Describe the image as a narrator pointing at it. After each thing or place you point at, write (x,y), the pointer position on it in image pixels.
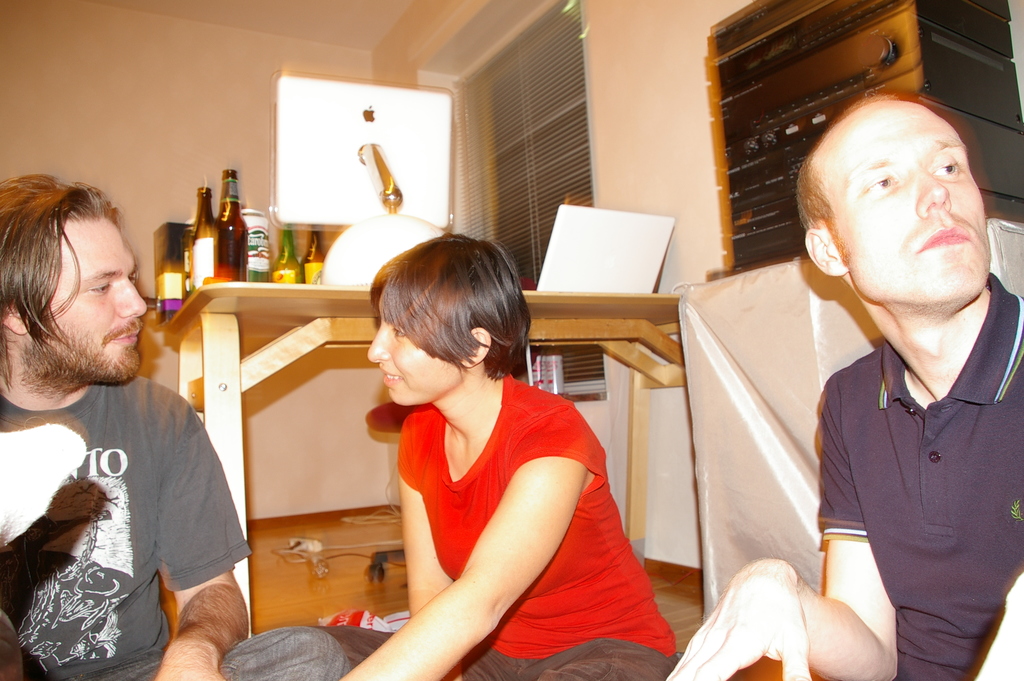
In this picture there are two men (866,391) and a woman (494,473) sitting on a ground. There is a bottle (233,250), box (175,255), laptop (621,262) on the table (214,320). There is a cover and other objects (825,77).
